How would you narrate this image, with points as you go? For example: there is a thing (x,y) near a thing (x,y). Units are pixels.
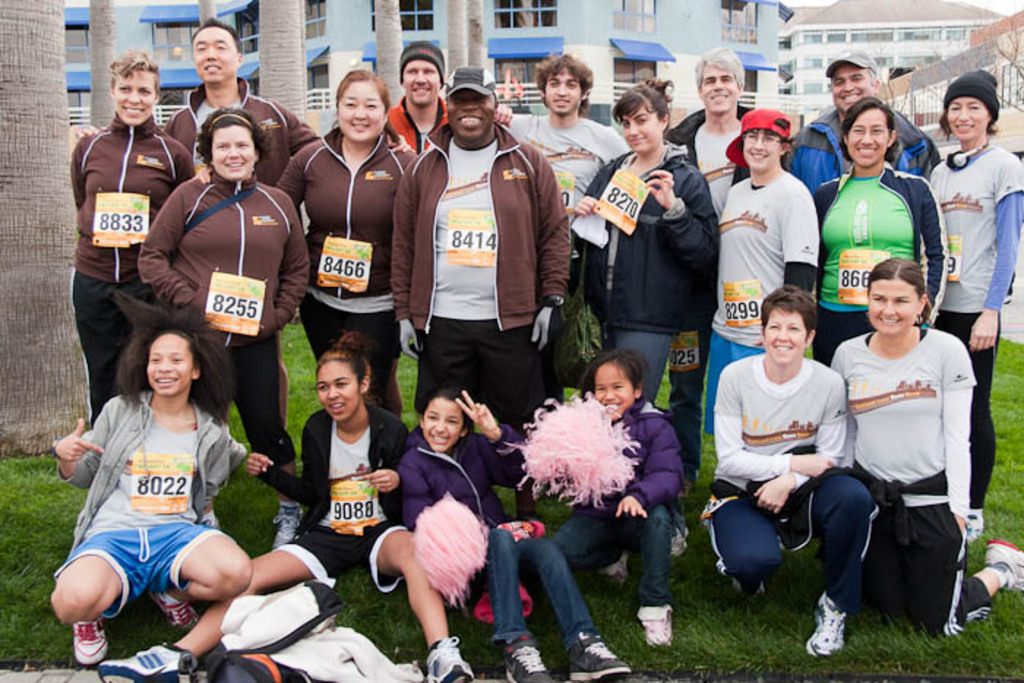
At the bottom of the image (200,621) there are people (833,505) sitting on grass (724,609). Behind them there are people (476,77) standing. In the background of the image (584,43) there are buildings (356,7), trees (283,26). There is a fencing (613,88). At the bottom of the image (18,598) there is grass (29,647).
